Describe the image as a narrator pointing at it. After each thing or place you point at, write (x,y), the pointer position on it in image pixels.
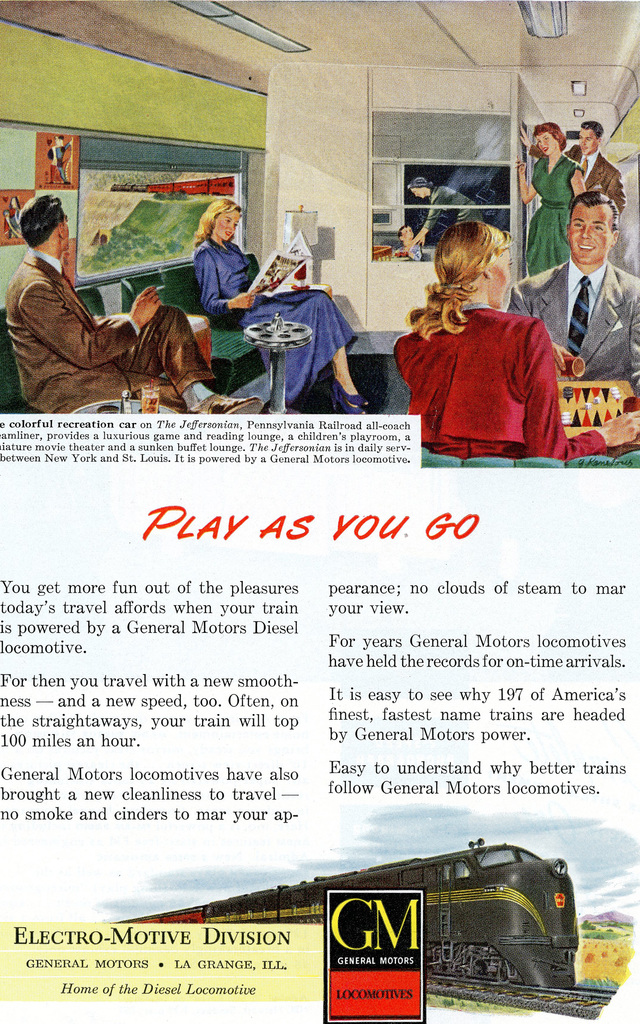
In this image we can see a poster (259,690) with text (202,530). Also we can see images (402,340). And there is a painting (379,198) of few people (493,299) sitting. Some are standing. Also there is a train (495,957) on the railway track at the bottom (535,981).
